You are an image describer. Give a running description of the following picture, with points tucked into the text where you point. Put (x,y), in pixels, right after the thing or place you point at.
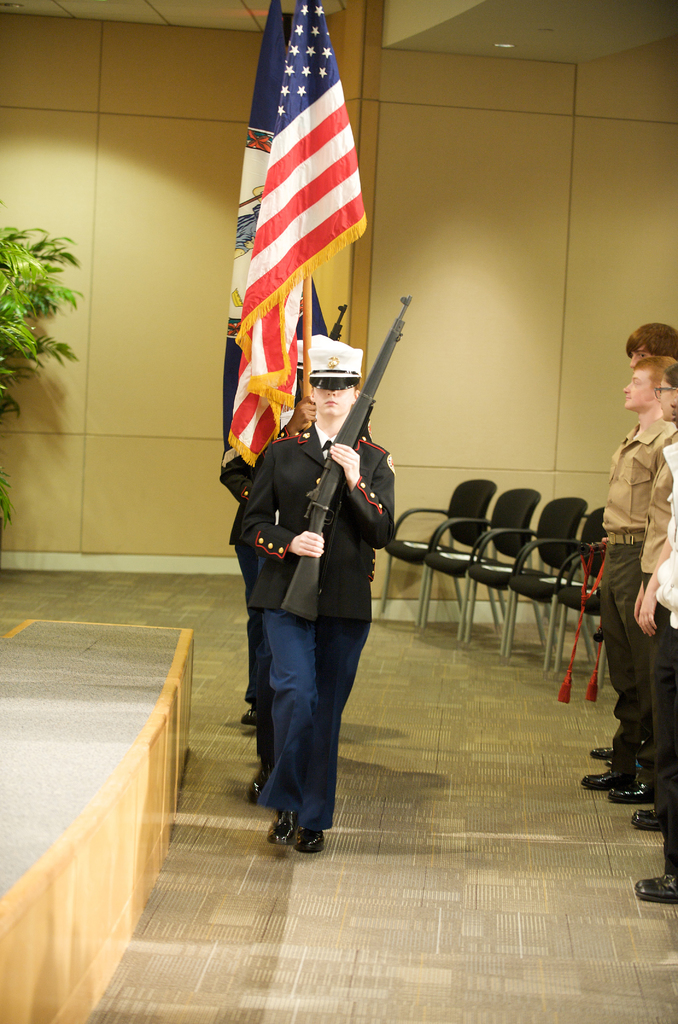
This image is clicked inside a room (453,930). There are shrubs (27,272) in the left side (25,285) corner and left side (5,656) corner bottom it looks like a stage (118,808). some people (329,626) are standing here. There are holding guns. They are in the middle of the room (242,622) they are also holding flags (228,410). There are chairs (405,555) on the right side (515,549). And there is a light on the top right corner (498,48). There are people (670,362) standing in the middle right side (626,771). They are wearing shoes (647,785) with black pant (629,648) belt (640,538).
